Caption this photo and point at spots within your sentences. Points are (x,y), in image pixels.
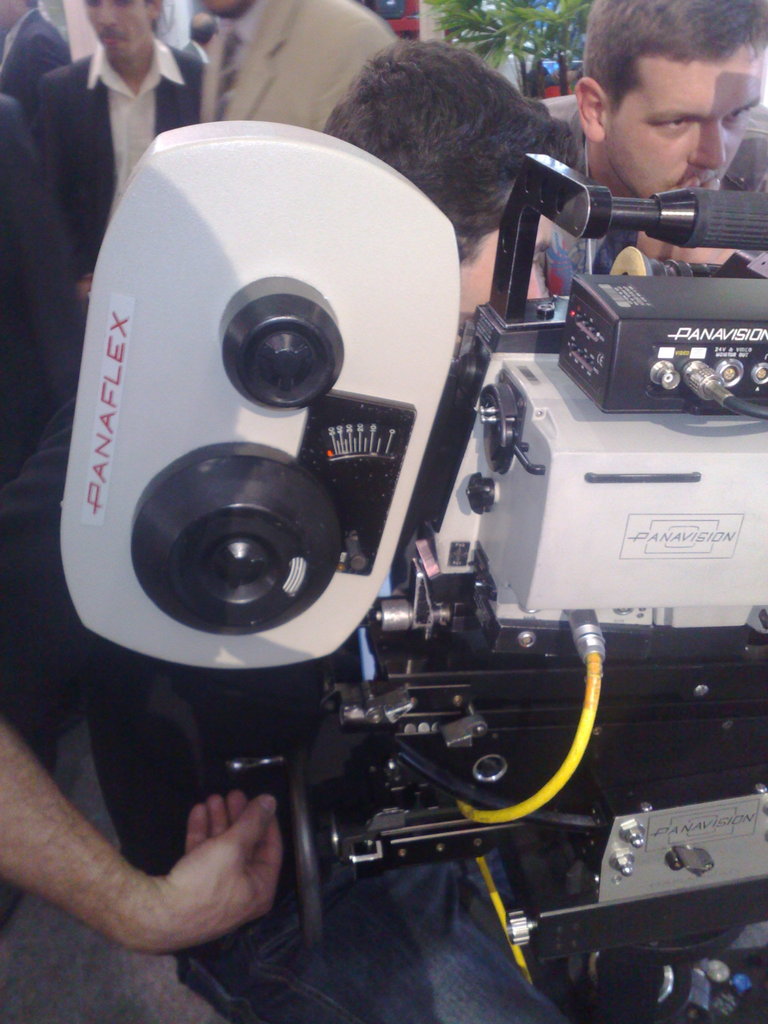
In this image we can see one big electronic device (585,486) and some text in it. There are some people (71,84) are standing, two people (263,968) are sitting near to the electronic device (718,289), some trees (526,6) backside of the persons (555,104) and some objects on the surface (187,1023).
